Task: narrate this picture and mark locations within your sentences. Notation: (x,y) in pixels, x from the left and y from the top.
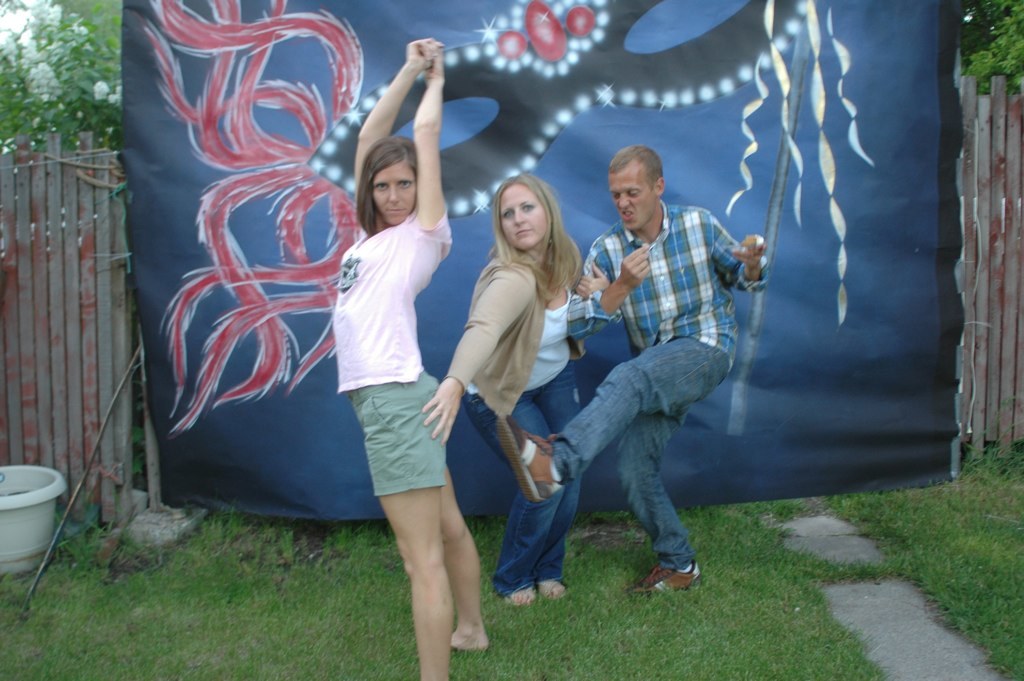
There are three people (476,353) standing. This looks like a banner (292,379) with a design (551,21) on it. I think this is a wooden fence (85,287). In the background (91,119), I can see the trees (50,109). On the left side of the image (42,552), that looks like a flower pot (28,541) and a stick (63,525), which are placed on the grass (85,622). I think this is a pathway (883,595).
